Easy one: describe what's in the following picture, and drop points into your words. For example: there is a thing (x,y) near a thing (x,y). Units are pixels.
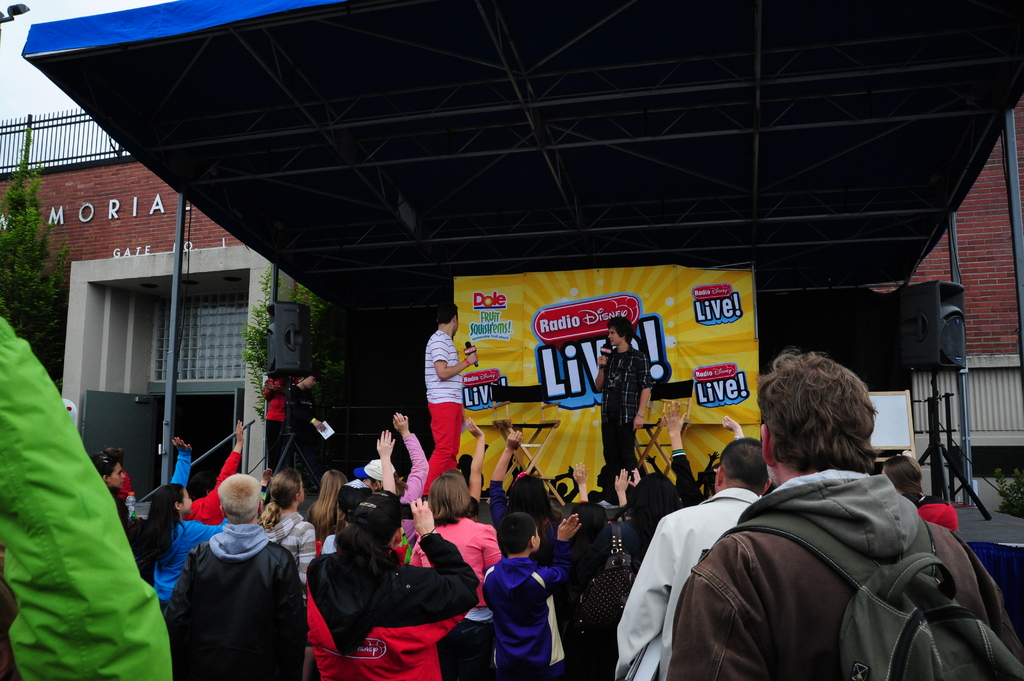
In this image I can see some people (543,595). I can see three persons (615,391) standing on the stage (546,411). In the background (201,340), I can see a building (139,277) with some text (54,219) written on it.
